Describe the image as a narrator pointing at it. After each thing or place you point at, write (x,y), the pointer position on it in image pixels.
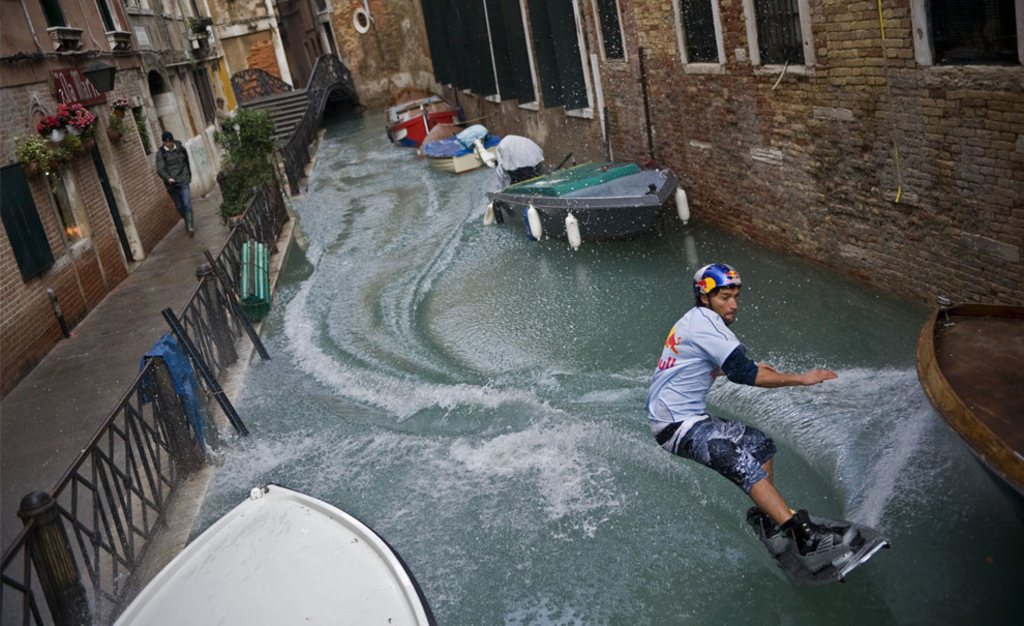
In this image I can see a person (746,428) surfing on water (293,458) and on the water (472,181) I can see boats (600,197) in the middle (600,214) and I can see fence (258,88), staircase (266,79) and building (292,46) and a person (178,191) walking in front of the building (98,299) visible in the middle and I can see a flower pots (77,125) attached to the building (2,247) on the left side (10,140).
